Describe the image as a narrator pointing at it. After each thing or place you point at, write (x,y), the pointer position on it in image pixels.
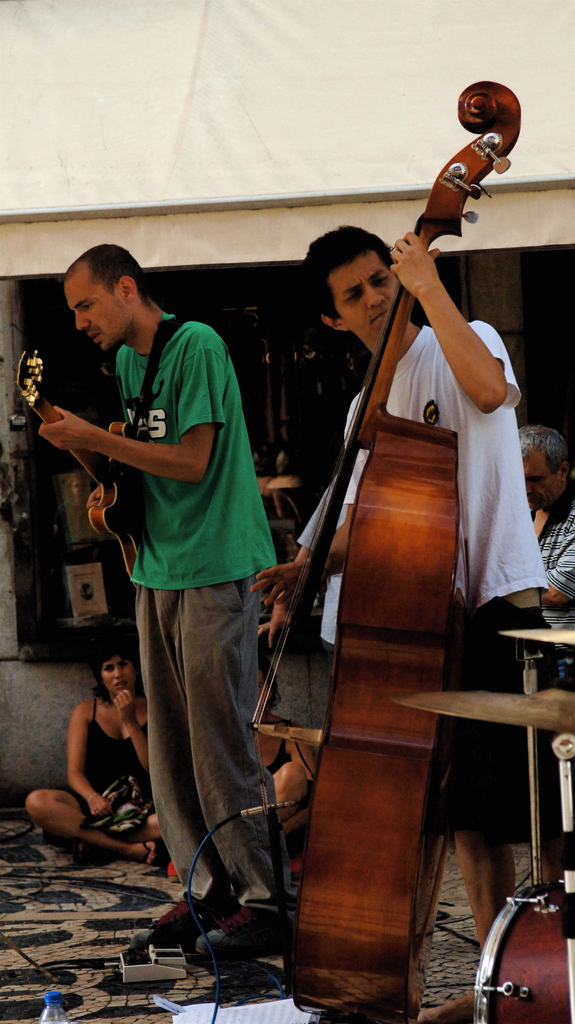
In this picture there are two persons (468,782) standing and playing musical instruments (406,313). On the left side of the image (107,770) there are two persons (51,804) sitting on the floor (229,987). At the back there are objects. On the right side of the image (564,524) there is a person (565,454). In the foreground (536,899) there is a drum (536,906). At the bottom (160,962) there is a device (169,962), bottle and there are papers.
